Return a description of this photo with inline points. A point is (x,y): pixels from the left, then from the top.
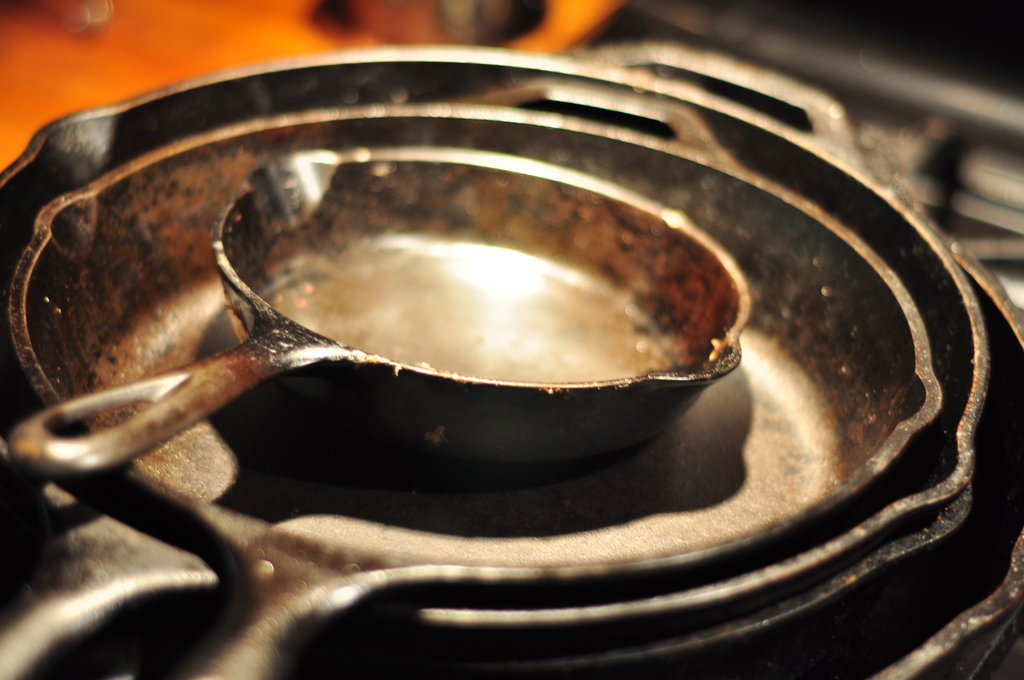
In this image I can see few pans (310,264) and I can see the blurred background (167,25).
